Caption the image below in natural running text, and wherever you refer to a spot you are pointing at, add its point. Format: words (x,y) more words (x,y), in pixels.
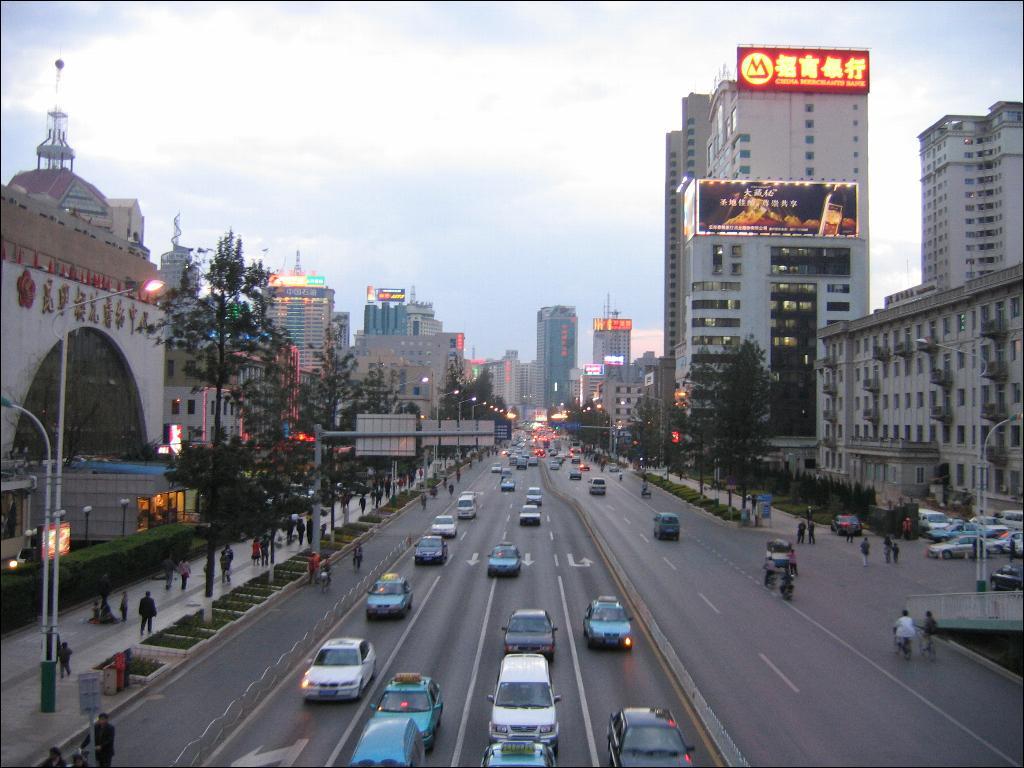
In this picture we can see a group of vehicles (611,638), bicycles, people (309,535) on the road (580,670), here we can see grass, plants (232,593), trees (323,498), electric poles (316,522) with lights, buildings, name boards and some objects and we can see sky (536,211) in the background (605,212).
